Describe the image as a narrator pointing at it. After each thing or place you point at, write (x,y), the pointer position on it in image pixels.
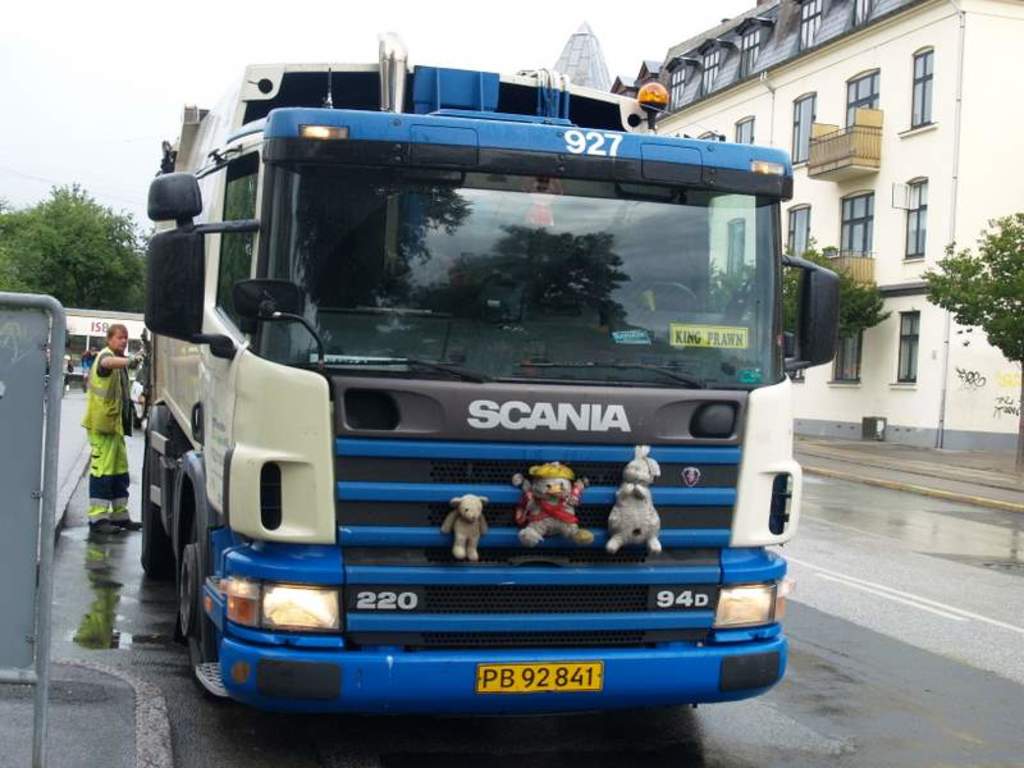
In this image we can see a vehicle (574,318) on the road (835,673) and dolls (568,514) attached to the vehicle (371,435) and a person (92,391) standing near the vehicle (150,481), there is a metal object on the left side (16,432) and there are trees (952,288) in front of the building (908,324) on the right side of the image (892,325) and there is a shade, tree (23,287) and the sky (554,2) in the background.
